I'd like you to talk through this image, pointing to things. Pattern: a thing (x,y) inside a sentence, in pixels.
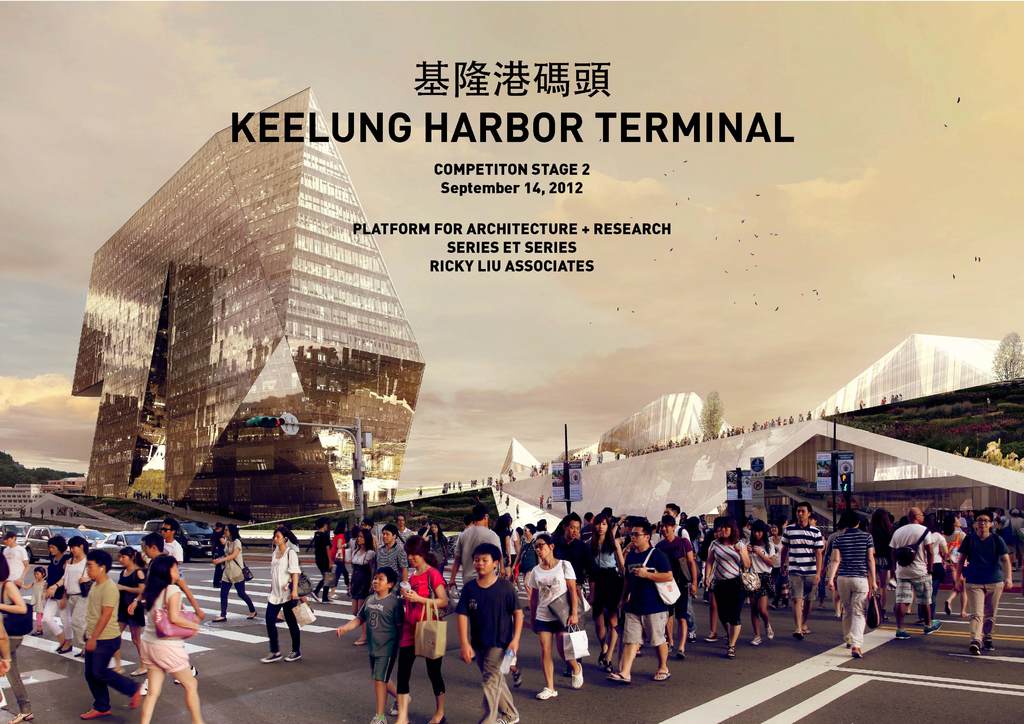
This is a poster and in this poster we can see a group of people (625,678) walking on the road (327,640), buildings (942,380), trees (1000,374), poles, some objects (562,497), some text (539,134) and in the background (441,106) we can see the sky (408,209) with clouds (107,76).
